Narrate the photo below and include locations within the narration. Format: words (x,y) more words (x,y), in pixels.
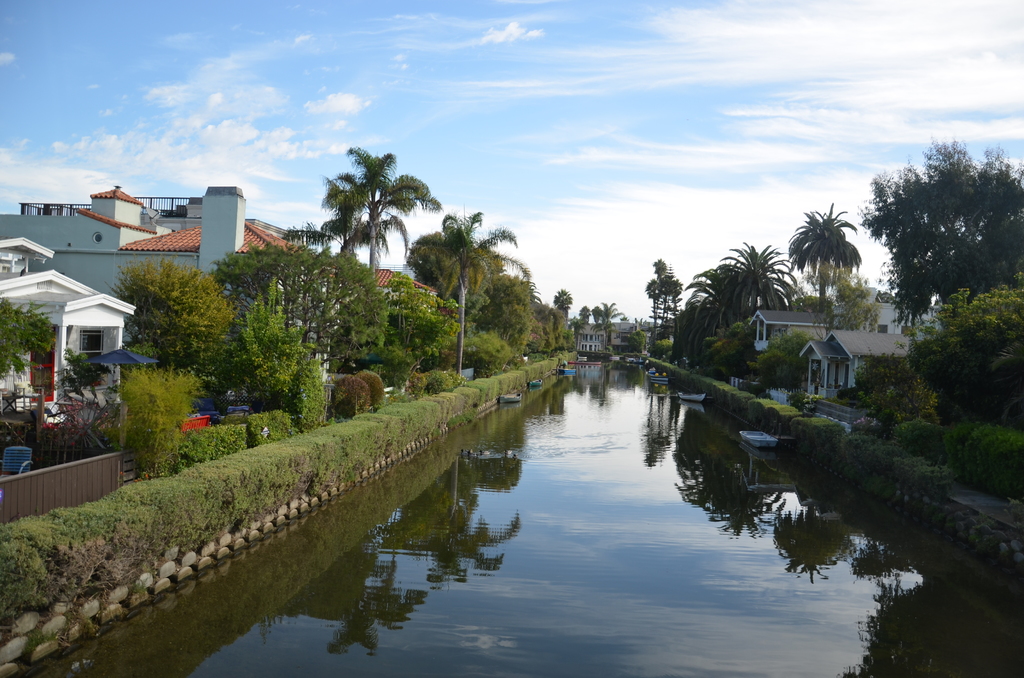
In this image we can see the buildings (816,315), houses (836,344), trees (867,321), plants (254,348) and also the shrubs (912,480). We can also see the boats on the surface of the water (547,477). Image also consists of a fence (61,484), chair (20,458) and also stones (296,502). At the top (441,88) there is sky (439,100) with the clouds (677,209).
